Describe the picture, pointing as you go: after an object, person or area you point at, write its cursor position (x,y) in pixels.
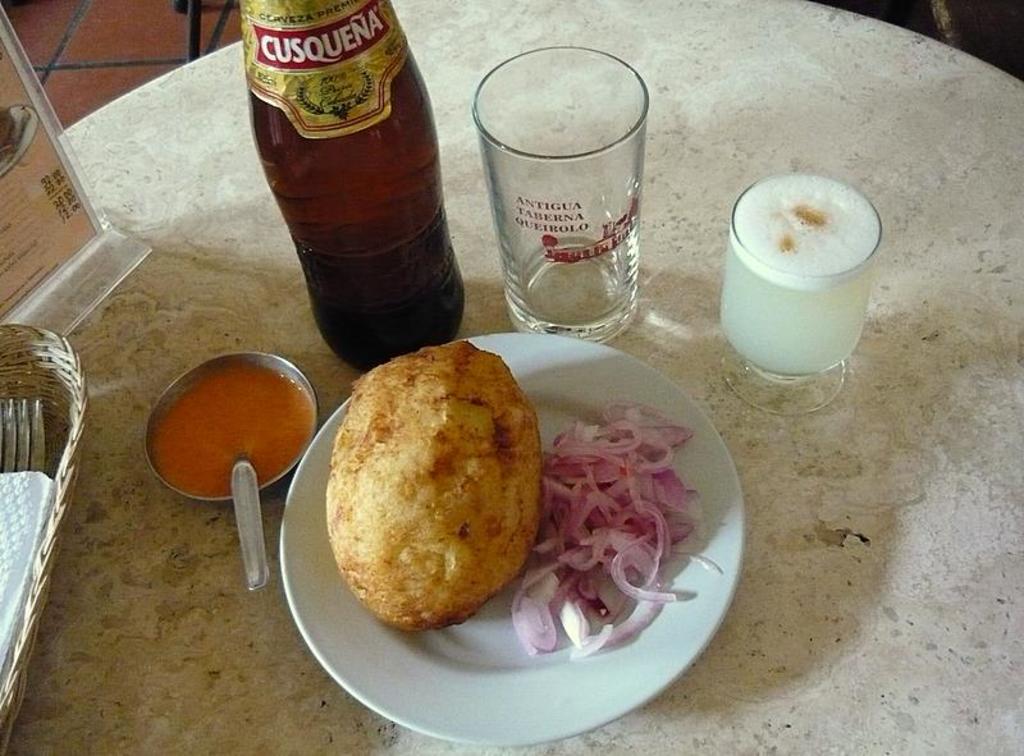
In this image I can see the white colored table (868,138) and on the table (954,466) I can see two glasses (744,288), a bottle (342,143), a bowl (249,412) with soup (212,441) in it and a white colored plate (445,679). In the plate (491,641) I can see a food item (482,511) which is brown and cream in color and few onion pieces (567,510).
